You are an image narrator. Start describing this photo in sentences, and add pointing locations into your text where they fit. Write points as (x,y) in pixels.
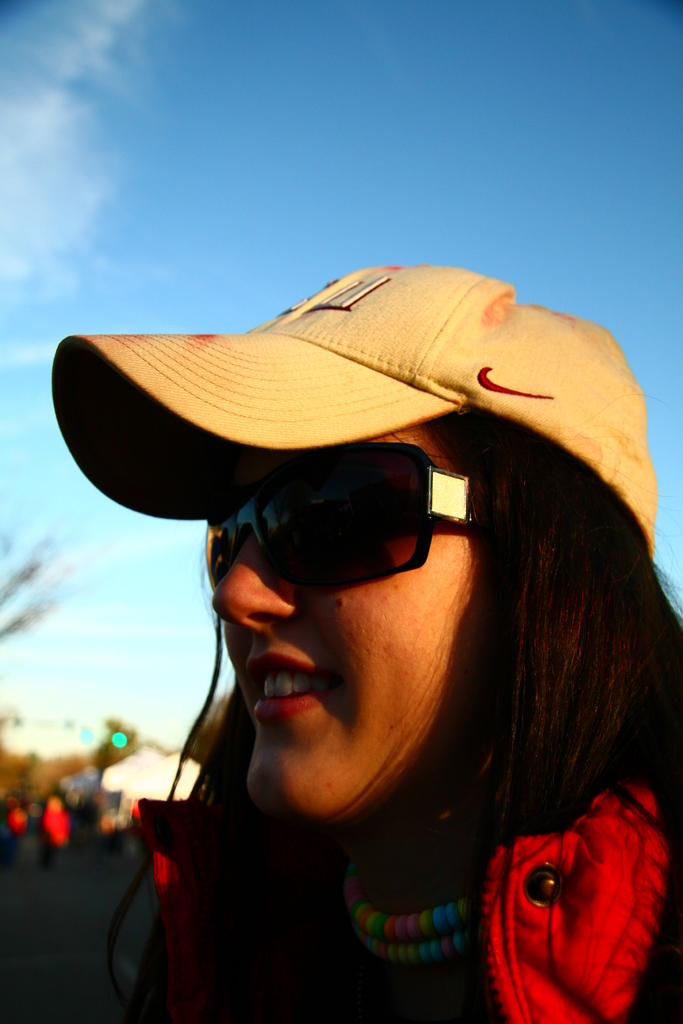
In this picture there is a woman (377,406) who is wearing cap (398,395), goggles (245,507) and jacket (193,823). She is smiling. In the background (105,834) I can see the people (55,834) were walking on the road (76,836), traffic signals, shed (152,766) and trees (39,781). At the top (423,108) I can see the sky (349,73) and clouds (66,86).
